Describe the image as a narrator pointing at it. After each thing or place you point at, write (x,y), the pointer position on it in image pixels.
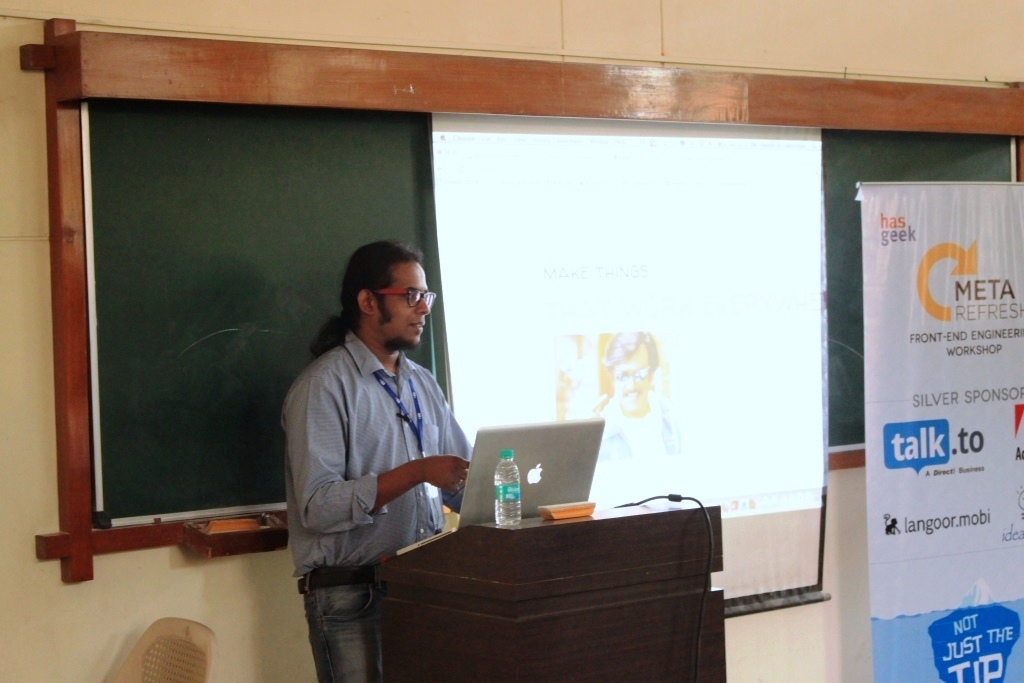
In this image there is one person (399,383) who is standing in front of him there is one podium (501,538). On that podium (445,585) there is one laptop (492,470) and one duster (545,511) and one water bottle (507,515) is there and on the background (130,261) there is one board (141,221) and one screen (714,347) is there and on the right side (940,390) there is one poster (958,328).
